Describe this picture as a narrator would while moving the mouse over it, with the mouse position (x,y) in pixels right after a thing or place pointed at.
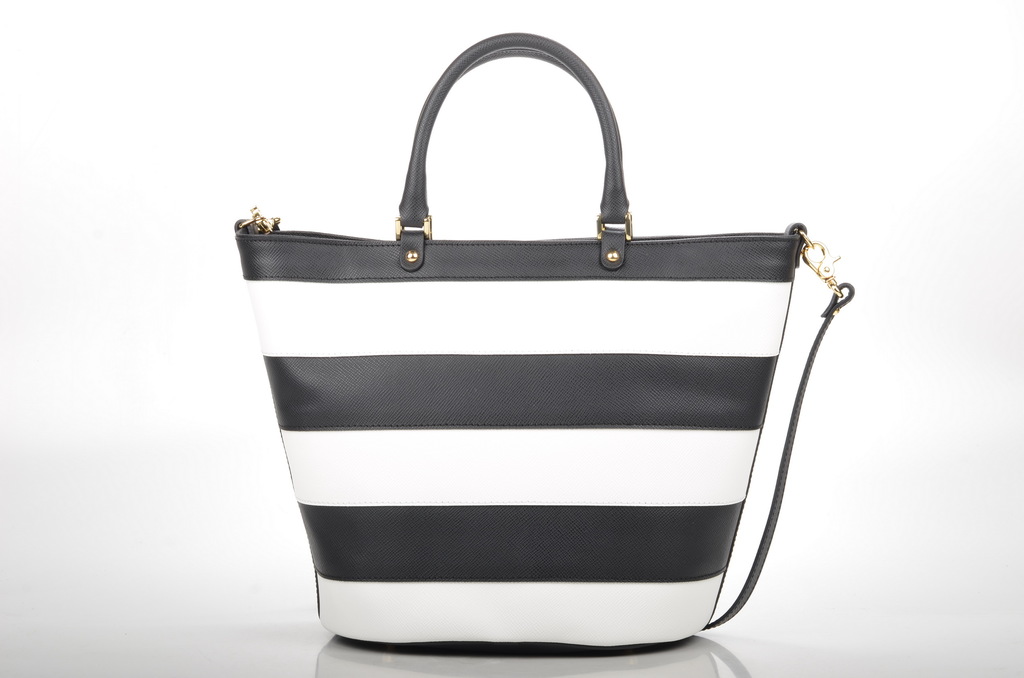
There is a black and white handbag (588,331) and the background (241,111) is white in color.
